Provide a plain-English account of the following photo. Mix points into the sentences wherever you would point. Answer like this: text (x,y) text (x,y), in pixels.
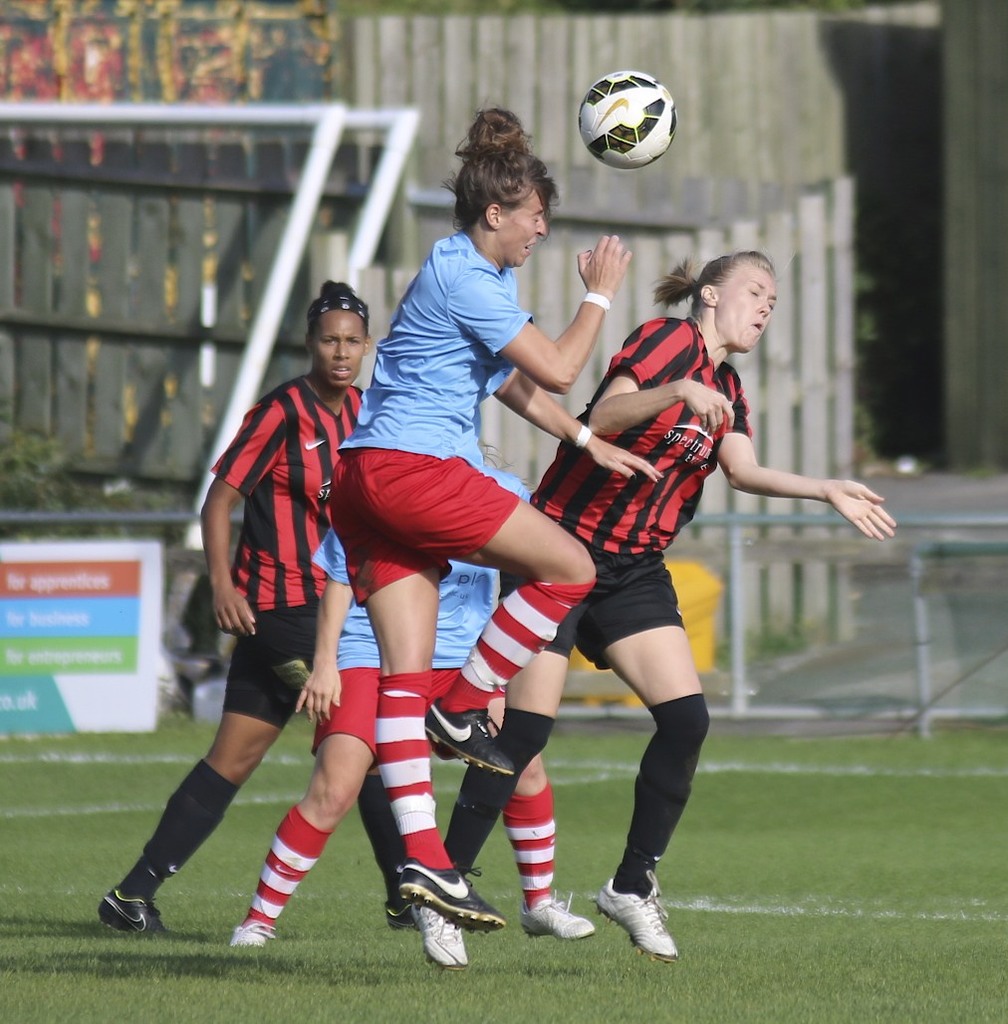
In this image i can see there are group of people (519,582) on the ground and a ball (611,122).
